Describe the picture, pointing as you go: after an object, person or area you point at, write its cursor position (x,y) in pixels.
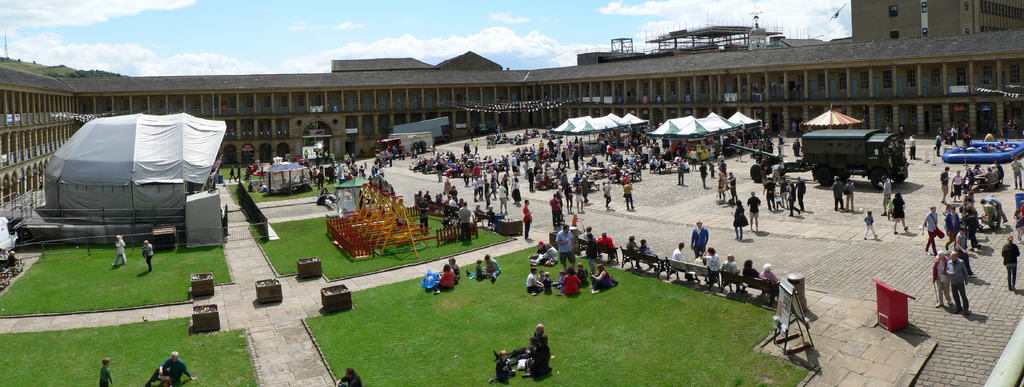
In the image there are many people (578,266) standing, sitting and walking on the land (664,202) on the grass field (307,322), there are some tents (623,127) on the right side (725,130) and on the left side (193,207) and behind it there is a building (667,106) and above its sky (265,41) with clouds (453,47).
